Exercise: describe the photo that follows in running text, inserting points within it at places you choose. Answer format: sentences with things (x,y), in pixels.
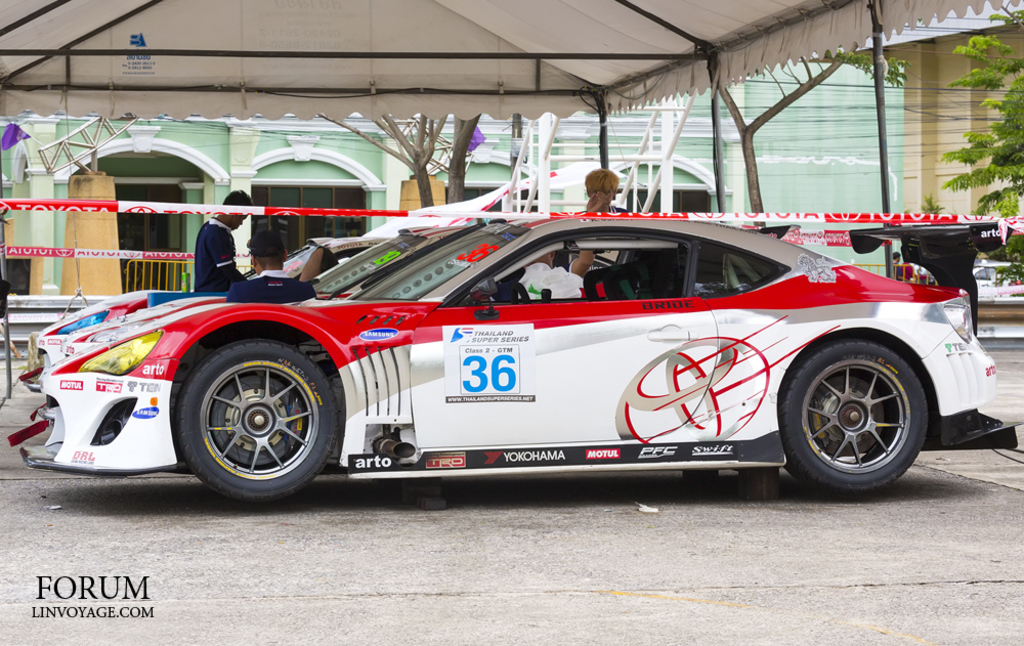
At the center of the image (366,338) there are few cars (435,374) parked, beside them there are a few people (242,274) standing. In the background (352,151) there is a building (305,145).
